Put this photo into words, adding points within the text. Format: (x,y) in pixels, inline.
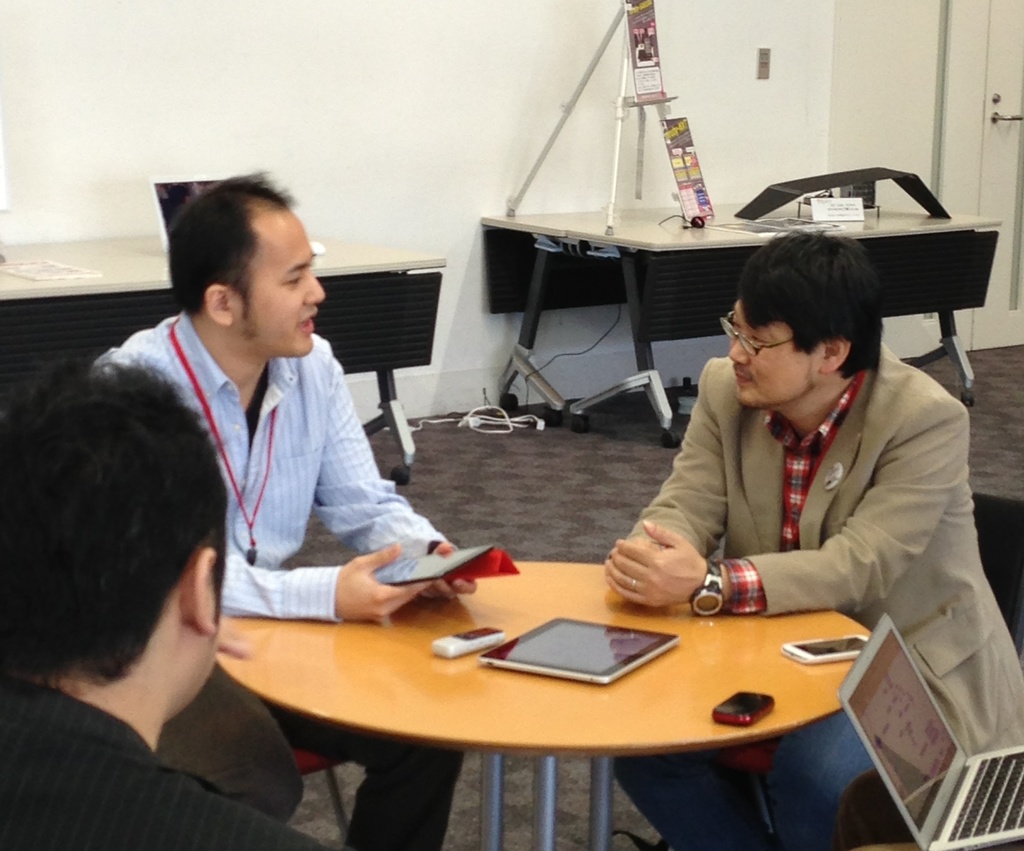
There are three persons (295,526) sitting on the chairs (999,516). This is a table (629,716) with a tablet (550,653) and three cell phones (767,697) placed on the table (407,660). At the right corner of the image (926,756) I can see a laptop (926,770). At background (399,327) I can see two tables (570,259) among them on one table (724,234) I can see some objects (684,191) placed on it. And this looks like a door (971,124) with a door handle (998,117).
